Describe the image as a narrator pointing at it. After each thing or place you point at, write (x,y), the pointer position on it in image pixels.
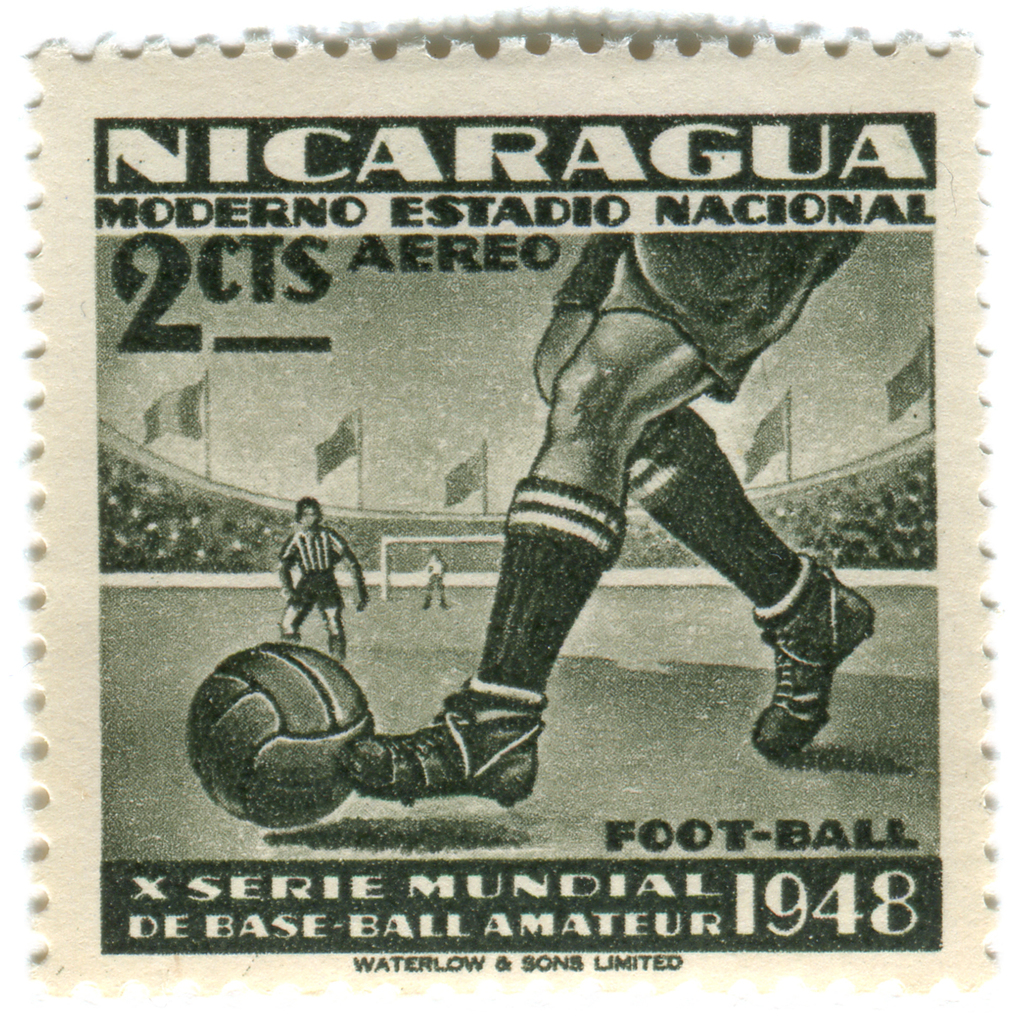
In this image I can see the paper (140,721). In the paper (137,721) I can see the few people (303,618) with dresses (324,594) and the ball (265,711). To the side of these people (506,646) I can see the flags (464,483). I can also see the text (463,253) in the image.
